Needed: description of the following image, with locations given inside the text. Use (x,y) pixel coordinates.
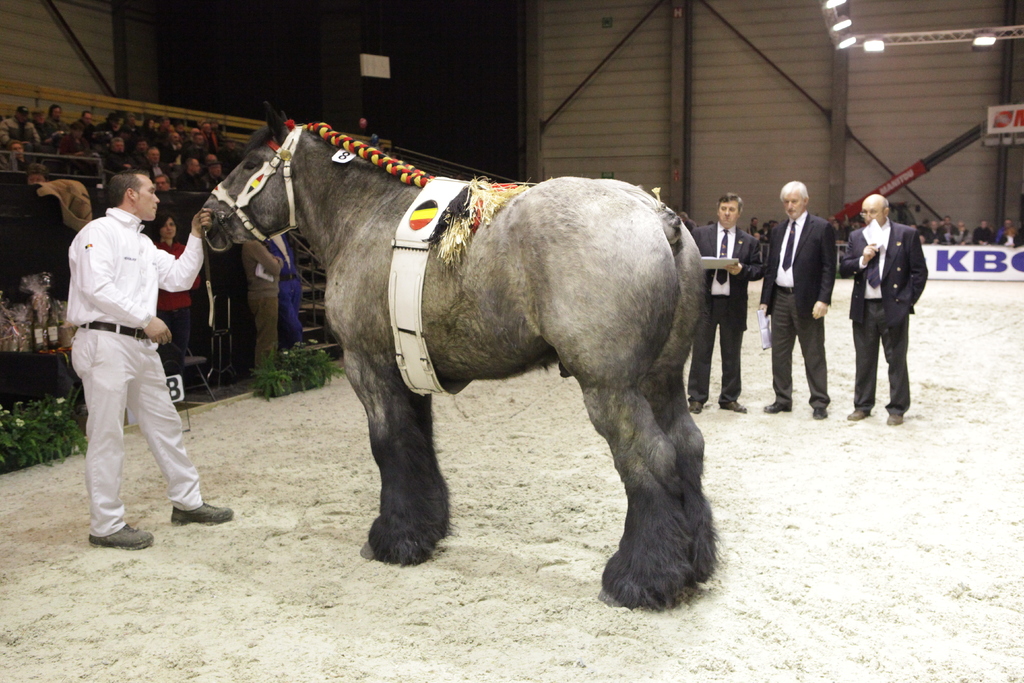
In this image i can see a person (95,356) holding a animal (587,312) and 3 other persons (897,352) watching the animal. In the background (214,138) i can see few people (208,162) sitting, the wall (634,104) and few lights (834,5).
